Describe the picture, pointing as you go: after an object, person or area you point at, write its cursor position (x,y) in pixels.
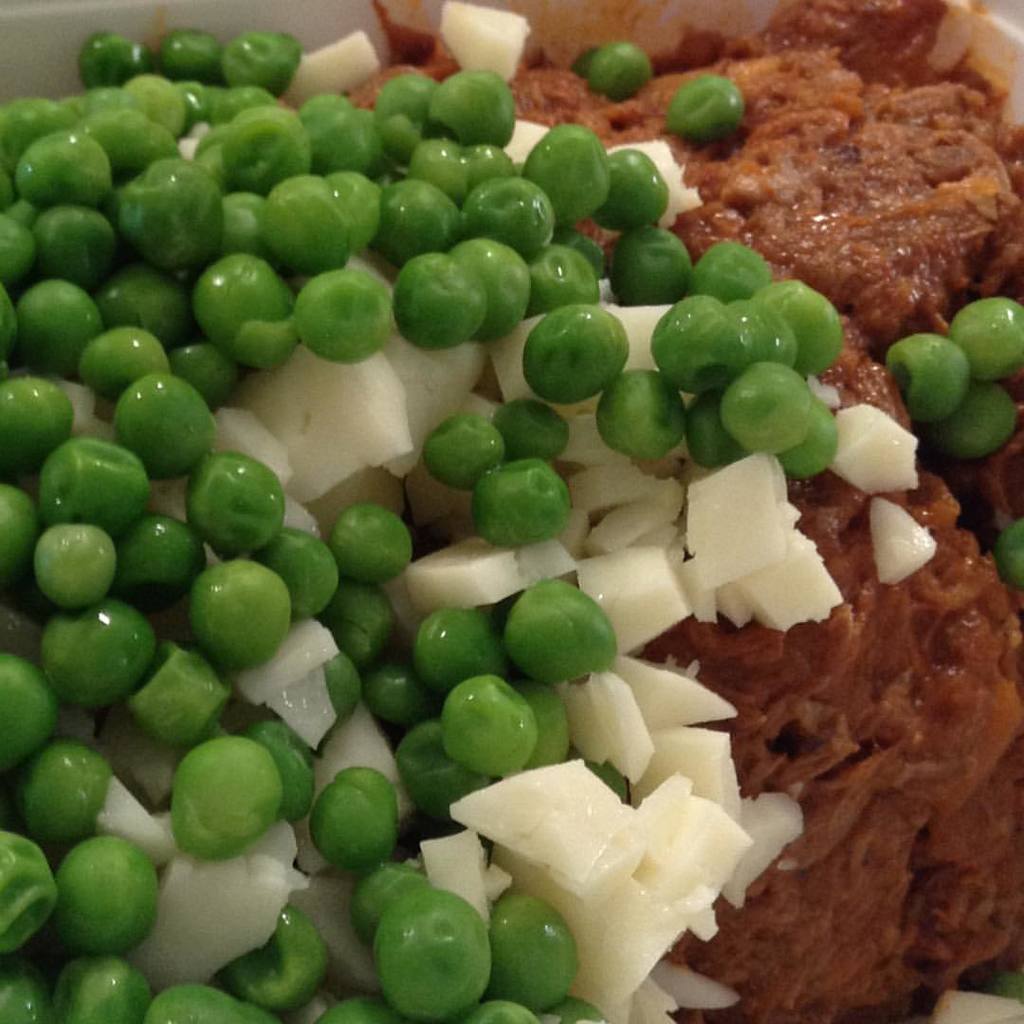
In the image there are green peas (366,601) and other food items (810,791).
